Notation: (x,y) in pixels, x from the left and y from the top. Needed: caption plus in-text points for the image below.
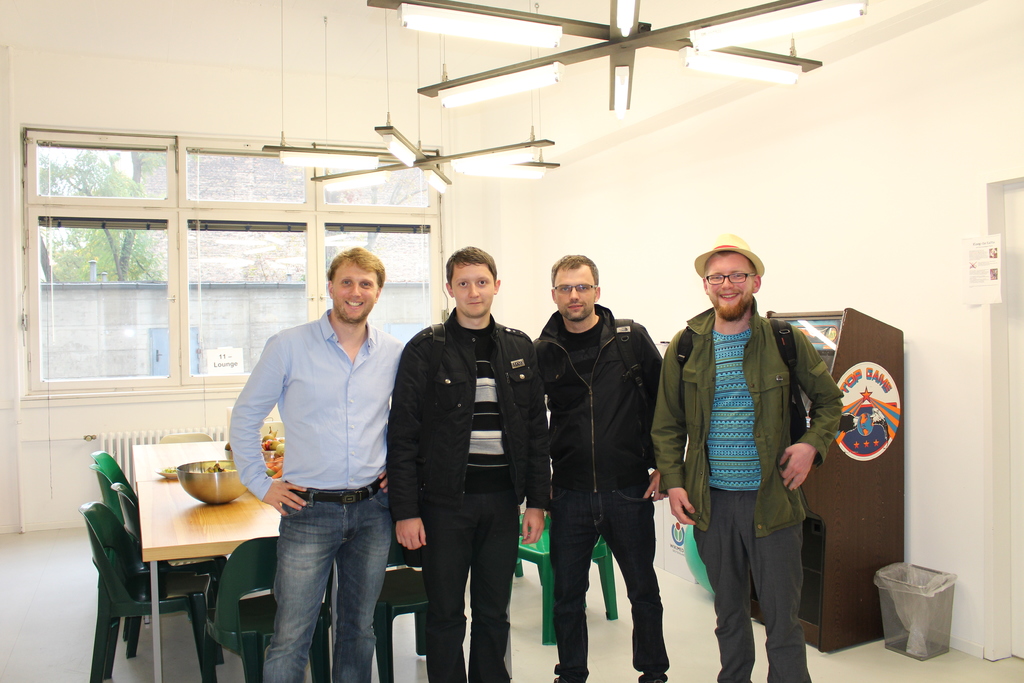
This picture shows a group of people (571,682) standing and we see a table (170,456) and chairs (105,572) and an arcade machine (895,472).
